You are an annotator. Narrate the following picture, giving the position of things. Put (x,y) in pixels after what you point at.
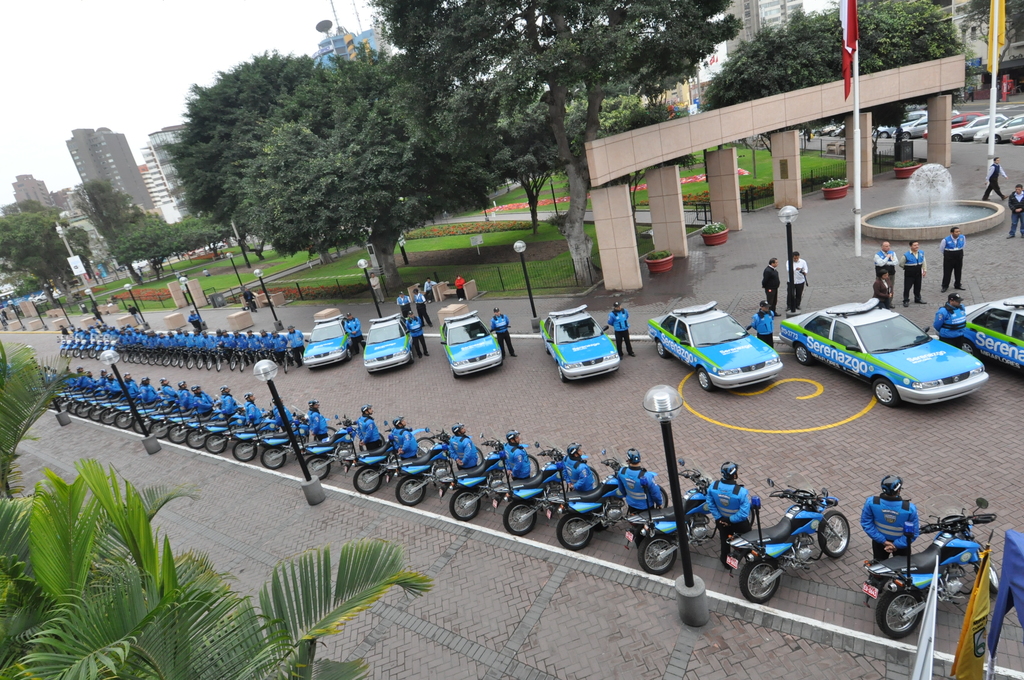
In this picture there are group of people (90,337) standing on the road (1021,649). There are motorbikes (348,423) and cars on the road (435,375). On the right side of the image (931,615) there are flags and there is a fountain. At the back (621,127) there are buildings (957,11) and trees (37,247). There are lights poles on the footpath (681,264). At the top (131,92) there is sky (123,66). At the bottom (778,462) there is a road (517,394) and there is grass (553,275).
